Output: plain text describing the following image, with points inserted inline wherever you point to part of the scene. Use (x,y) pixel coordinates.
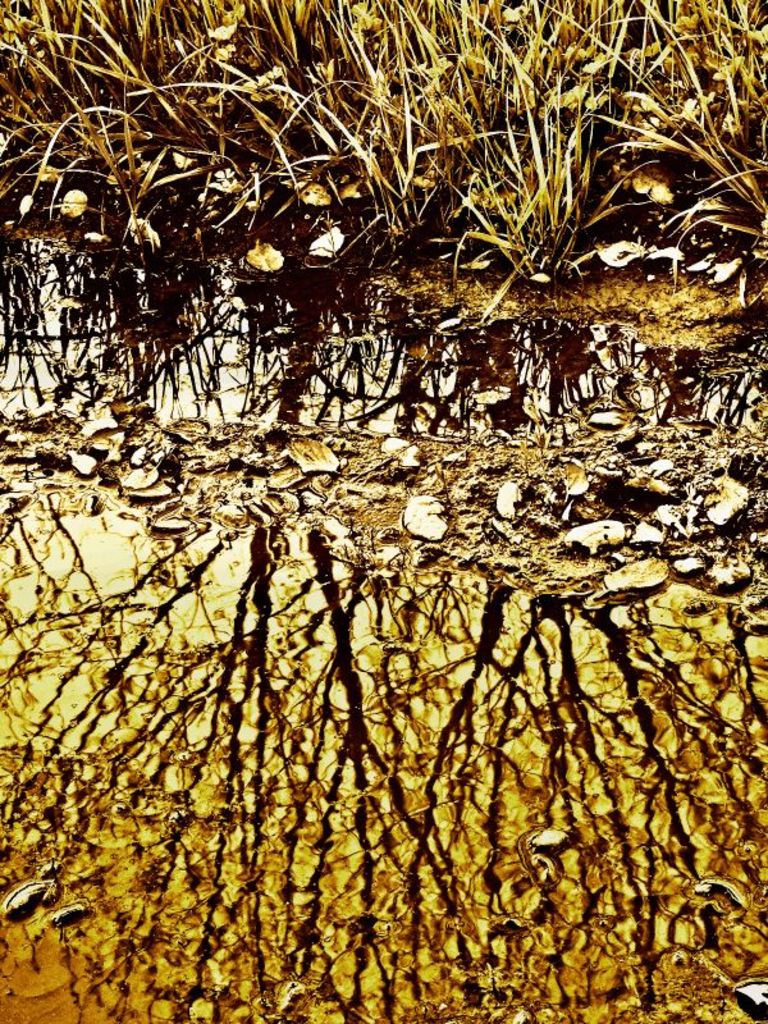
In this picture we can see water (256,715) and few leaves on the ground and in the background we can see plants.
